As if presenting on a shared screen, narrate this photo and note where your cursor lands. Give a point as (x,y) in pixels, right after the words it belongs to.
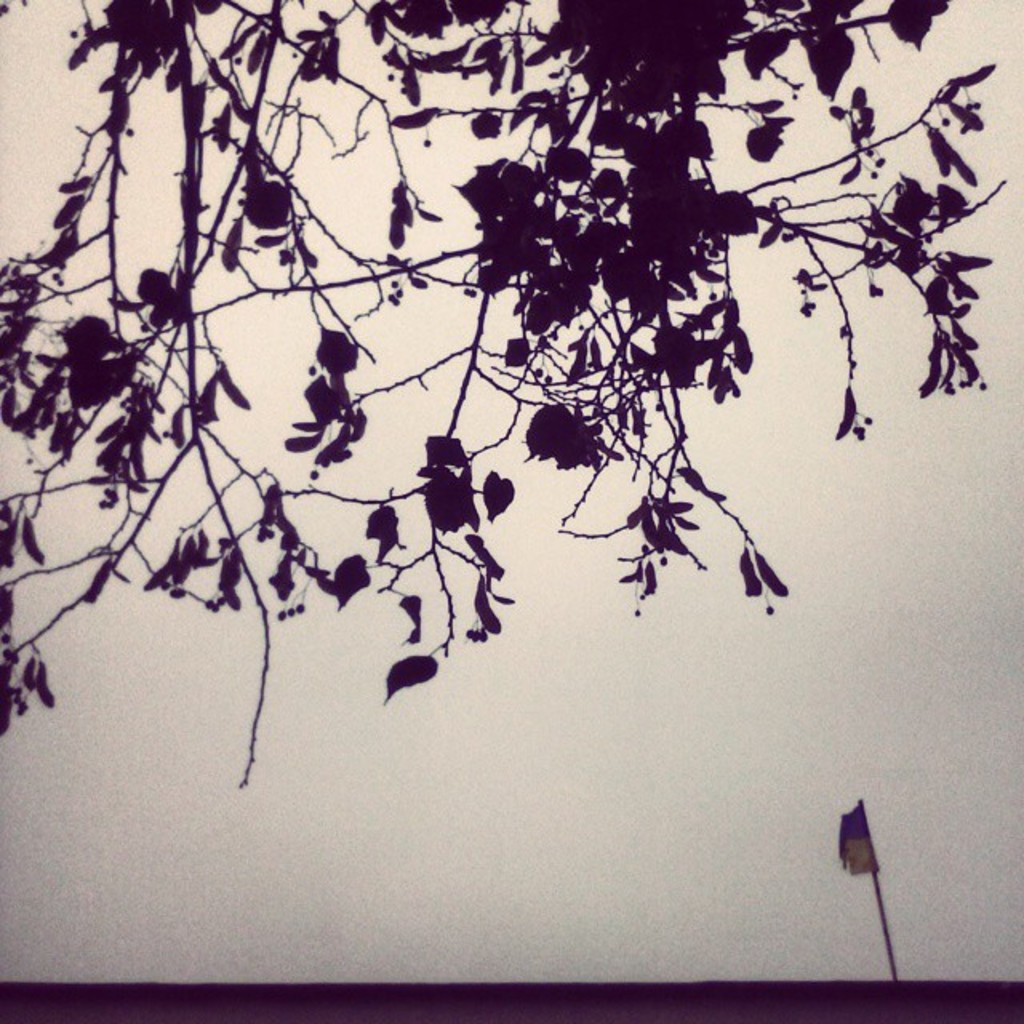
This image is a black and white image. This image is taken outdoors. In the background (489,800) there is the sky (676,750). At the top of the image (606,252) there is a tree (314,493) with leaves (379,534), stems (231,48) and branches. At the bottom of the image (350,985) there is a ground (817,1005). On the right side of the image (862,813) there is a flag (864,821) on the ground (901,1007).
